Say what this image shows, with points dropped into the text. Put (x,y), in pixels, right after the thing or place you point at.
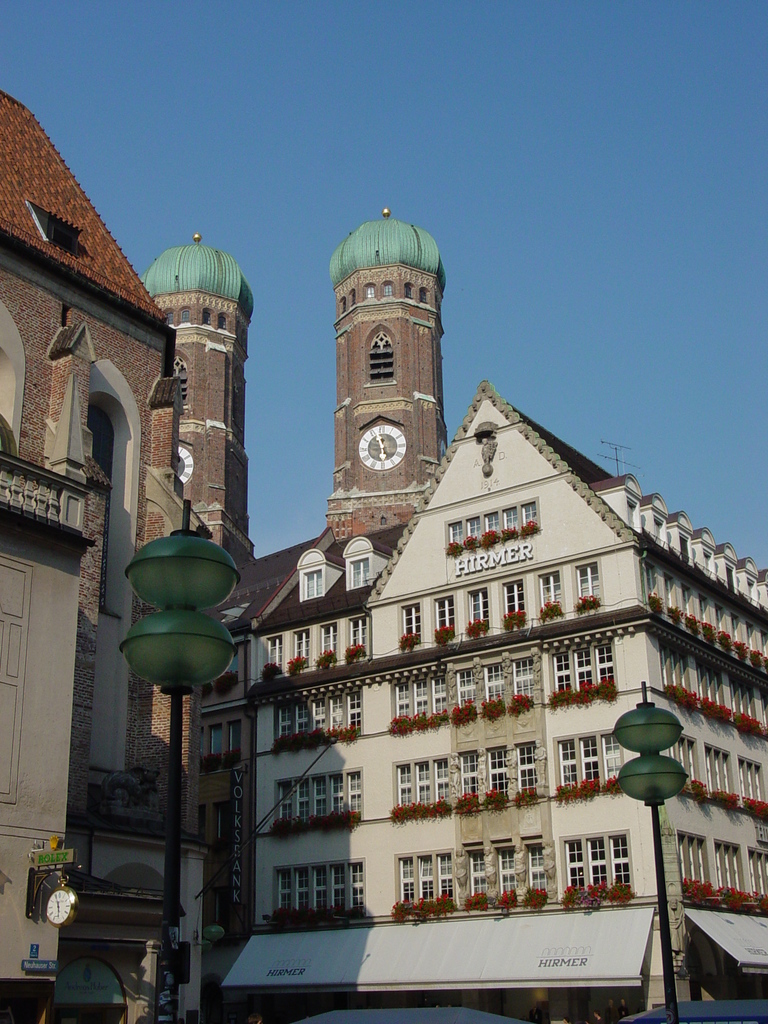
In the center of the image (338,499) there are buildings (418,780). At the bottom (180,865) there are poles (187,621). In the background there is sky (314,143).
